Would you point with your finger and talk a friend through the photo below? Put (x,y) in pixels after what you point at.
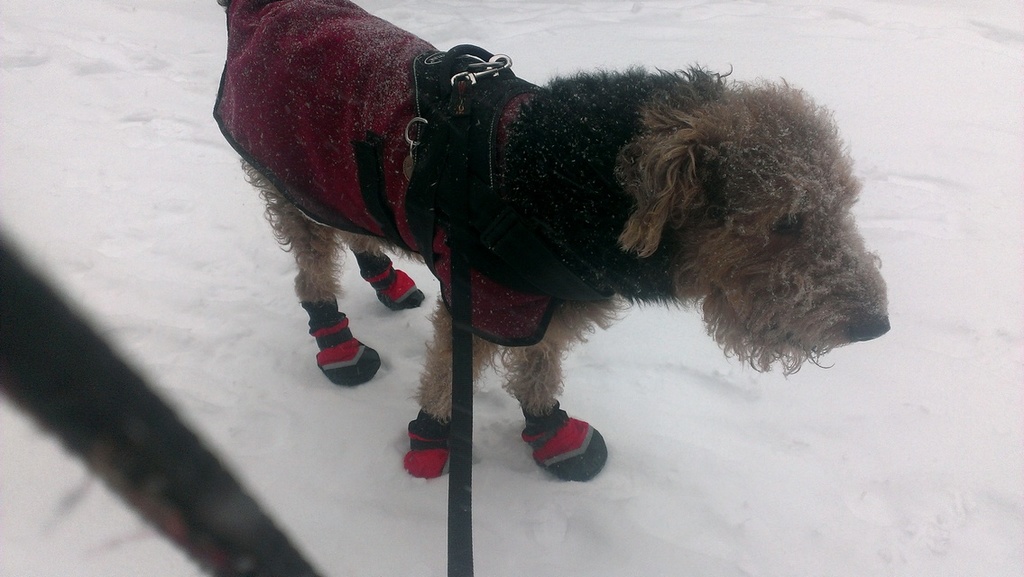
In this image I can see a dog (509,165) is standing on the snow (719,473).
